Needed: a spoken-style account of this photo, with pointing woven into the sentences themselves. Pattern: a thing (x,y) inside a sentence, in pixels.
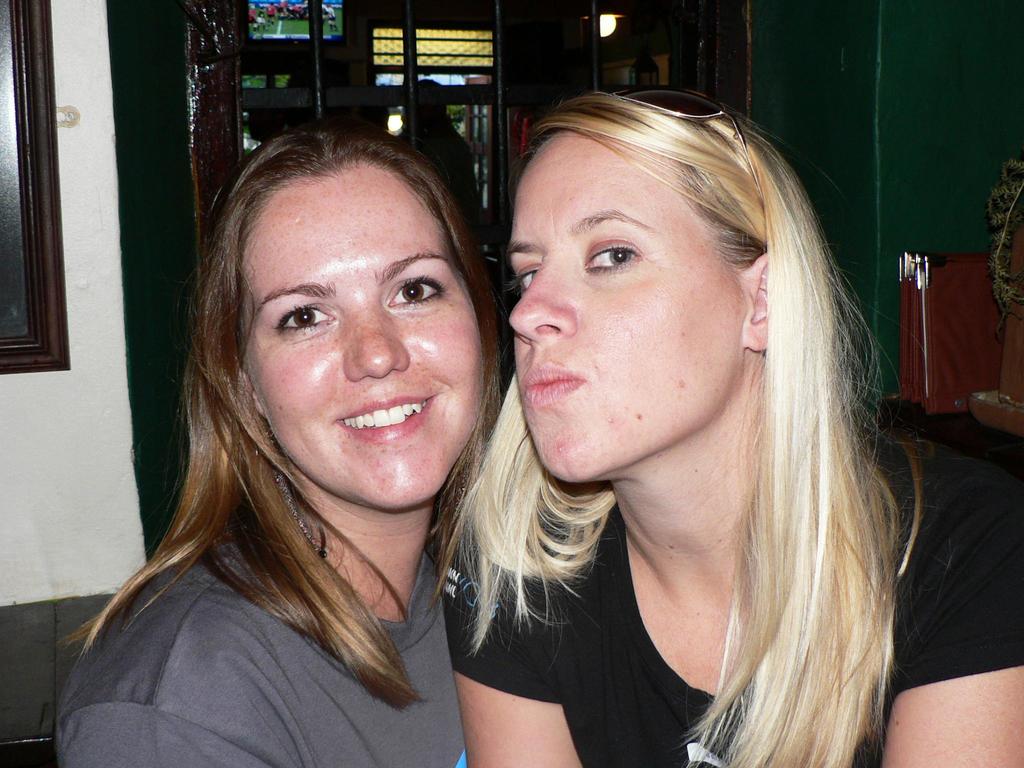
In the foreground of this image (313,664), there are two women (313,683). In the background (815,164), it seems like frame (19,191), an object (1000,373), a bag like an object (968,325) and the wall (838,88) and also there is a window (490,95) and through the window (268,51), we can see the screen (295,28), few people (418,122) and the light (607,14).
